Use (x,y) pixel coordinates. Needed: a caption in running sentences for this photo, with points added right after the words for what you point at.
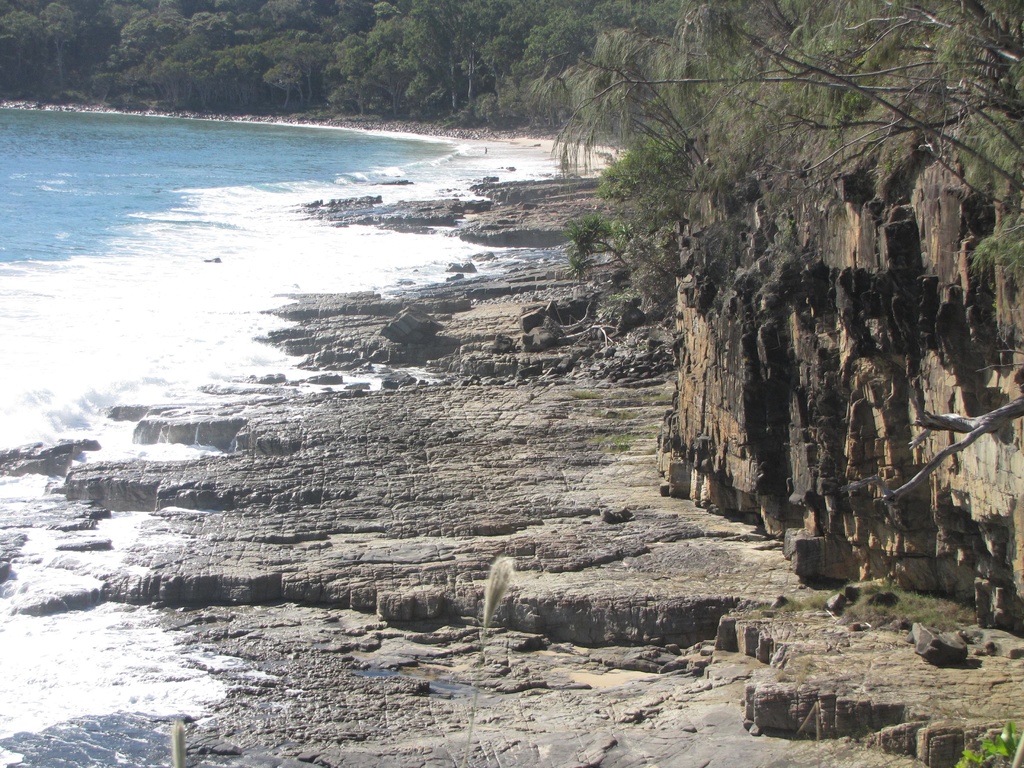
In this image on the left side (210,275) there is water (162,272). On the right side (877,301) there are stones (529,420) on the ground (540,434) and there are plants (681,211). In the background (316,70) there are trees (434,36).
